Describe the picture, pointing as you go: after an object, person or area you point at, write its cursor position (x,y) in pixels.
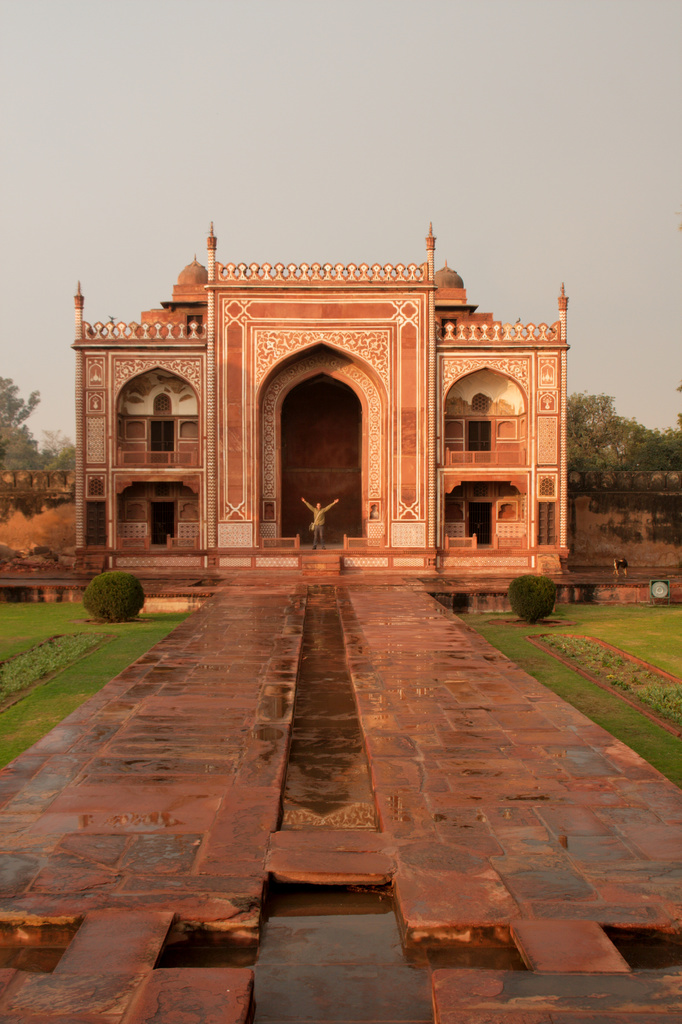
In this image, we can see a fort (230,376), walls (248,452), doors (484,513). Here we can see plants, grass (487,628), water (313,763) and walkways (164,705). In the middle of the image (321,537), we can see a person (314,531) is standing. Background (650,423) we can see trees (635,417) and sky (281,185).
